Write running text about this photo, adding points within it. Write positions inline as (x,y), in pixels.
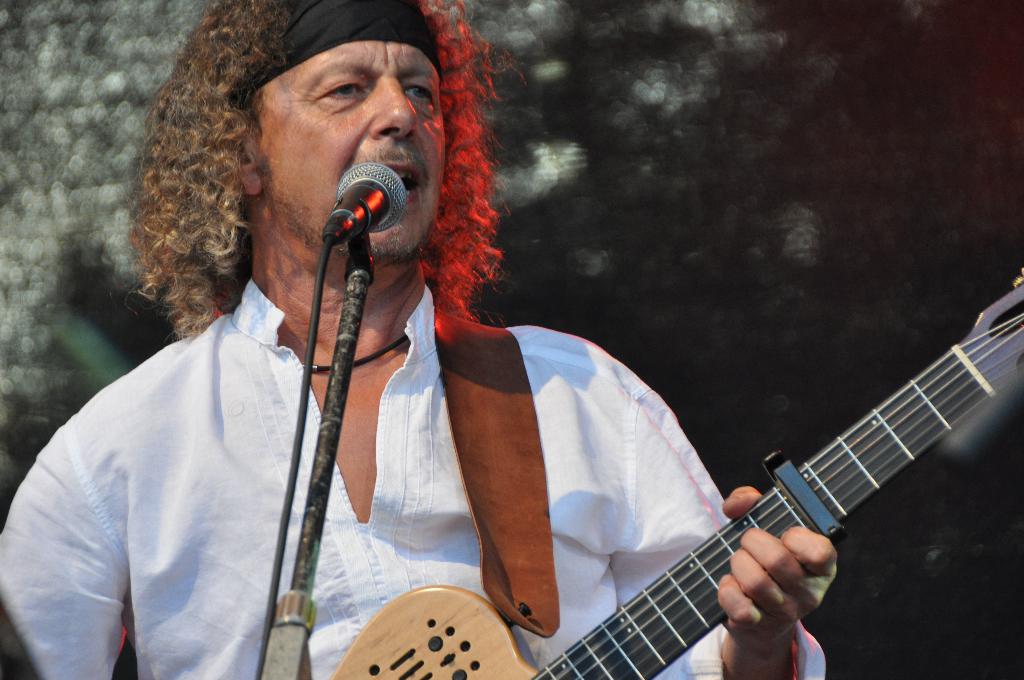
In this picture there is a man (262,330) who is singing a song, there is a mike (355,188) in front of him he is wearing white shirt (413,514) he is holding guitar (696,563) in his hand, he is wearing a black color band (294,30) around his head (234,75).
